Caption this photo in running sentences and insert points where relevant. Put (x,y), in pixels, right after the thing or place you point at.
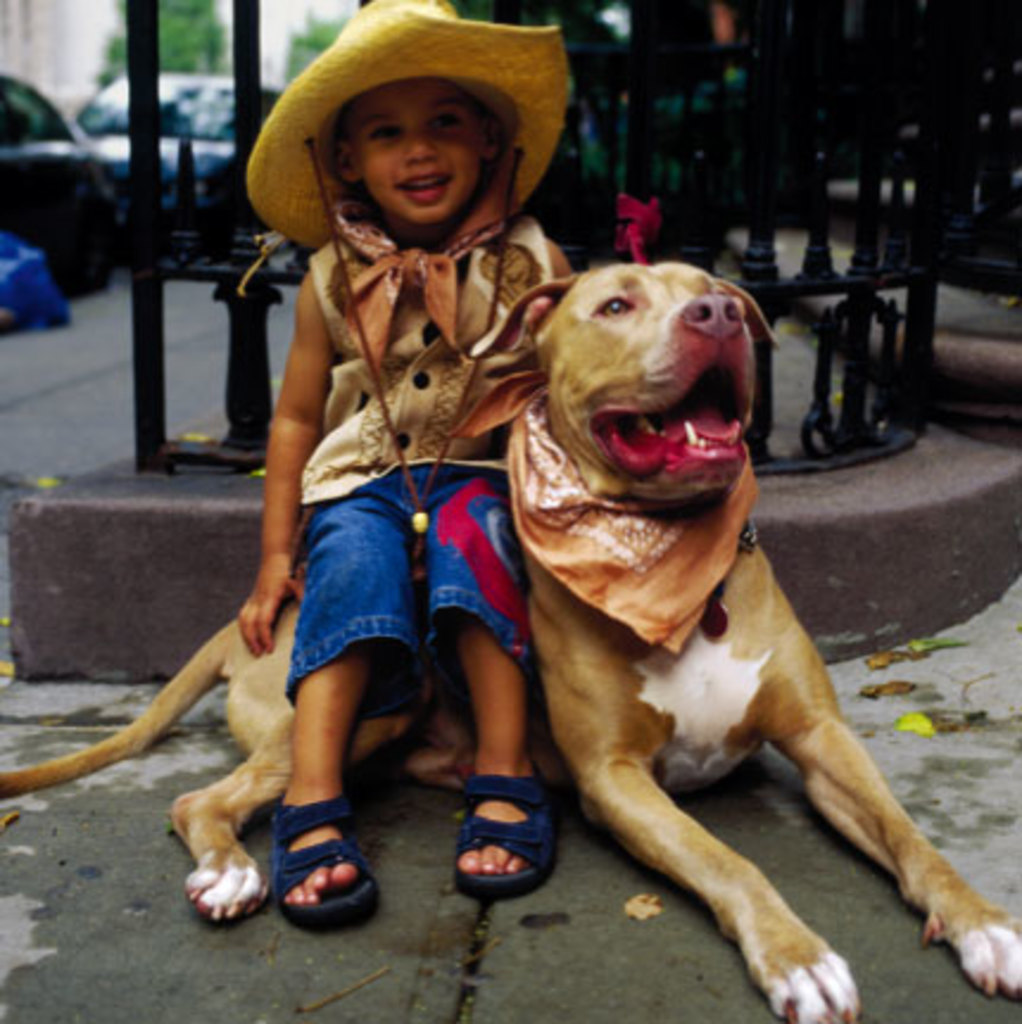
In this picture we can see a kid (459,254) who is sitting on the dog (706,676). She wear a hat (402,75). On the background (205,115) we can see some vehicles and this is road (100,343).
